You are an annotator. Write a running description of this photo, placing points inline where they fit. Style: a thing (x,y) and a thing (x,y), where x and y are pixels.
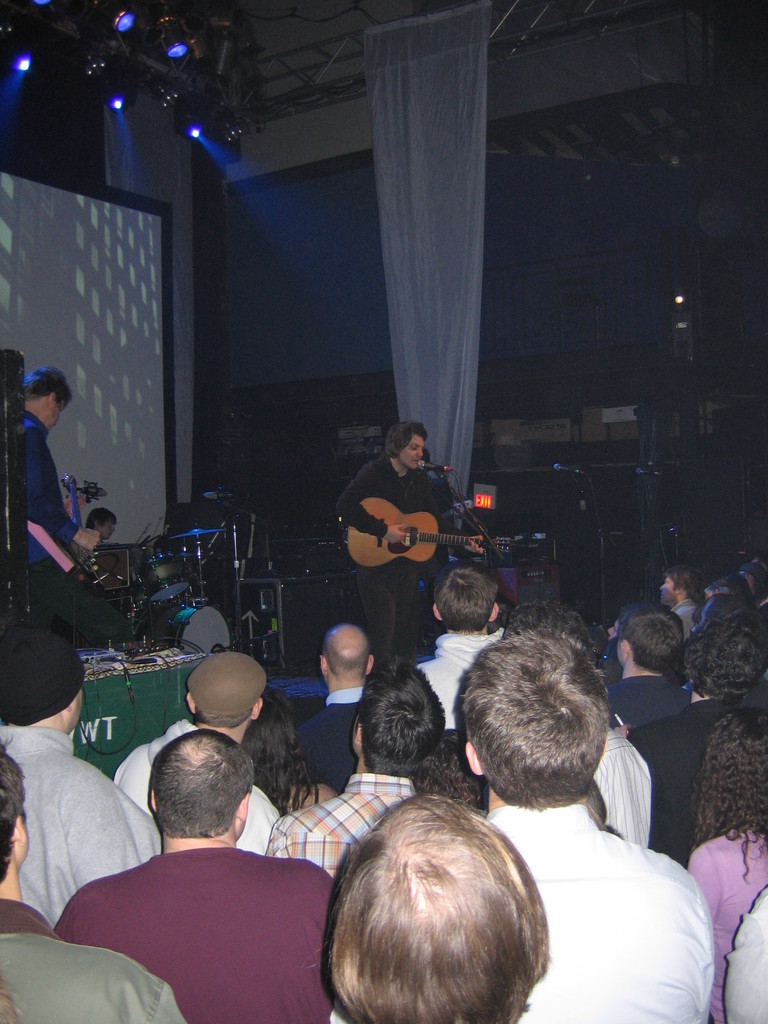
In this picture we can see a man (374,494) holding guitar (355,539) with his hand (404,527) and playing it and singing on mic (435,466) on stage (355,579) and beside to him we can see man (83,546) playing guitar (89,572) and other one (102,524) playing drums (172,572) and in front of them a group of people (398,775) watching them and in the background (120,264) we can see wall (287,251), curtains (449,306), light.
